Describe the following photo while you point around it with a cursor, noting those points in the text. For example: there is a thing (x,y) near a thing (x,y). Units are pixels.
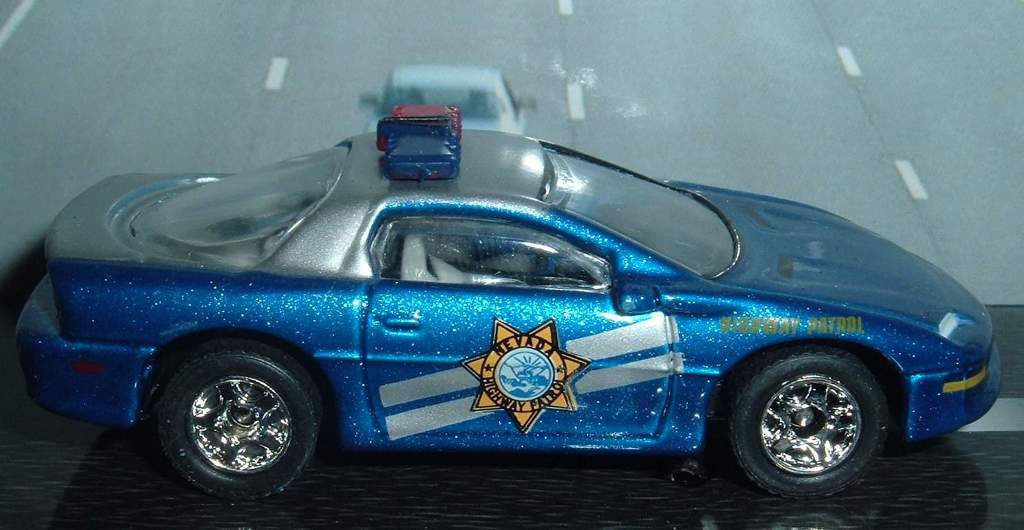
In this picture I can observe blue color toy car (478,344) in the middle of the picture (391,230). In the background (142,148) I can observe a road (206,64) on which a car (410,91) is moving.
